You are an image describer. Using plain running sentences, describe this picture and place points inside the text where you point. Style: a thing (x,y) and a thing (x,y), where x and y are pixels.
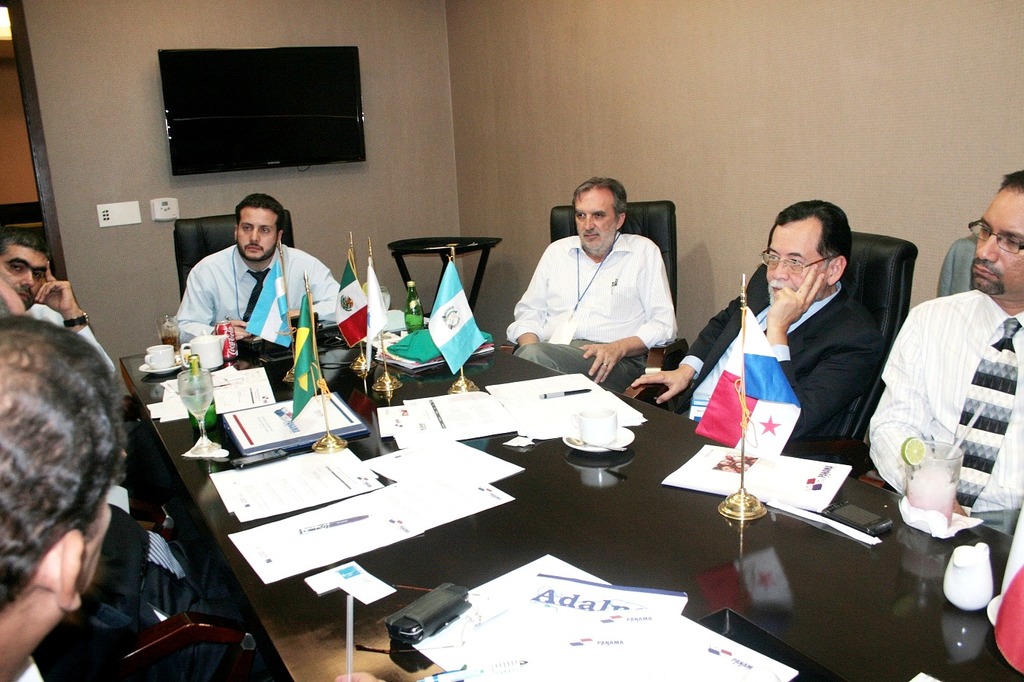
In this image we can see men (143,597) sitting on the chairs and a table (688,529) is placed in front of them. On the table (411,373) we can see flags (363,351), disposal bottles (202,386), beverage bottle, beverage tins (230,341), files (308,418), spectacles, glass tumblers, cutlery (608,448) and some mobile phones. In the background (311,66) there are television set (171,96), switch board (126,201) and a side table (484,255).
